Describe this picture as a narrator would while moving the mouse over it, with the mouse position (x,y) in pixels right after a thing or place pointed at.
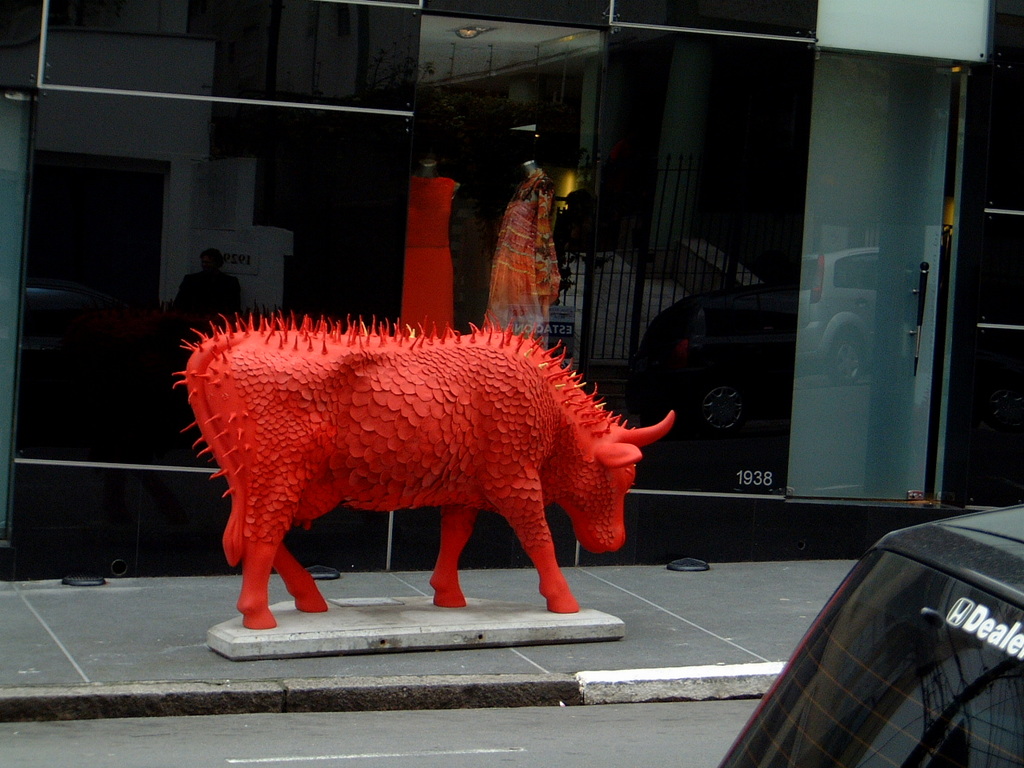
In the foreground of this image (535,541), there is a red bull statue (531,503) on the side path (548,655). On the bottom right (992,689), there is a vehicle (991,680) on the road (670,724). In the background (633,284), there are mannequins (529,252) inside the glass building (538,39).
